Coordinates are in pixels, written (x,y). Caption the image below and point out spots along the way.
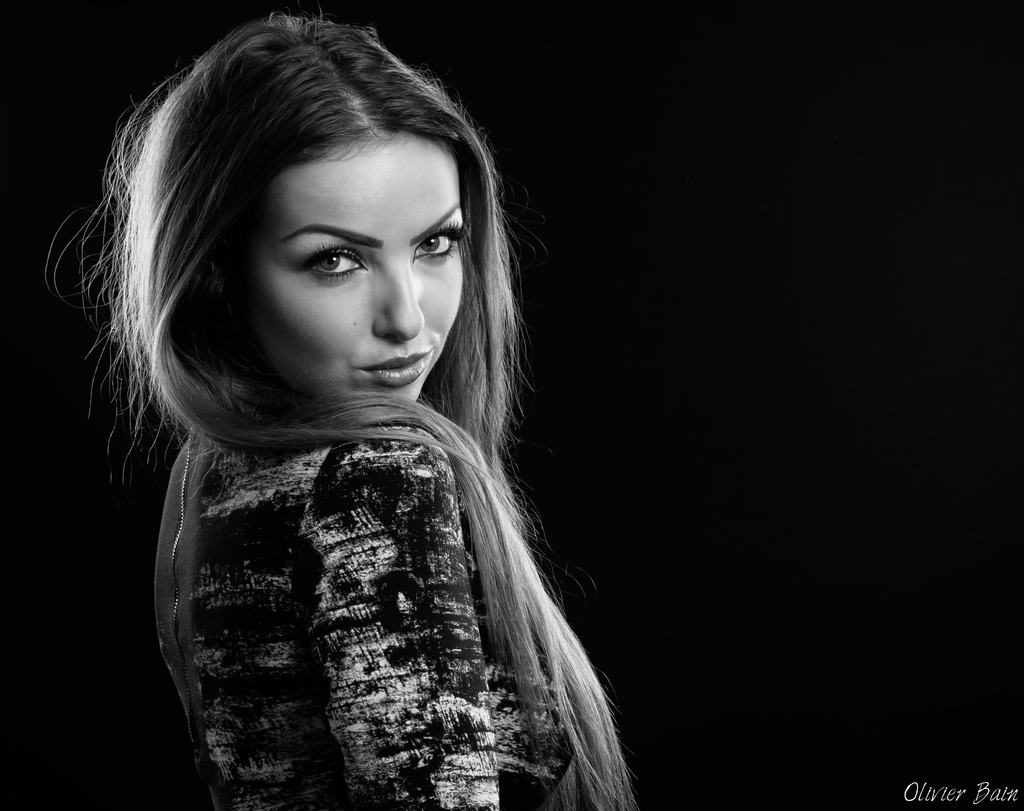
This is a black and white image. We can see a woman (335,377). Behind the woman (185,446), there is a dark background (819,440). In the bottom right corner of the image (945,785), there is a watermark (939,797).
